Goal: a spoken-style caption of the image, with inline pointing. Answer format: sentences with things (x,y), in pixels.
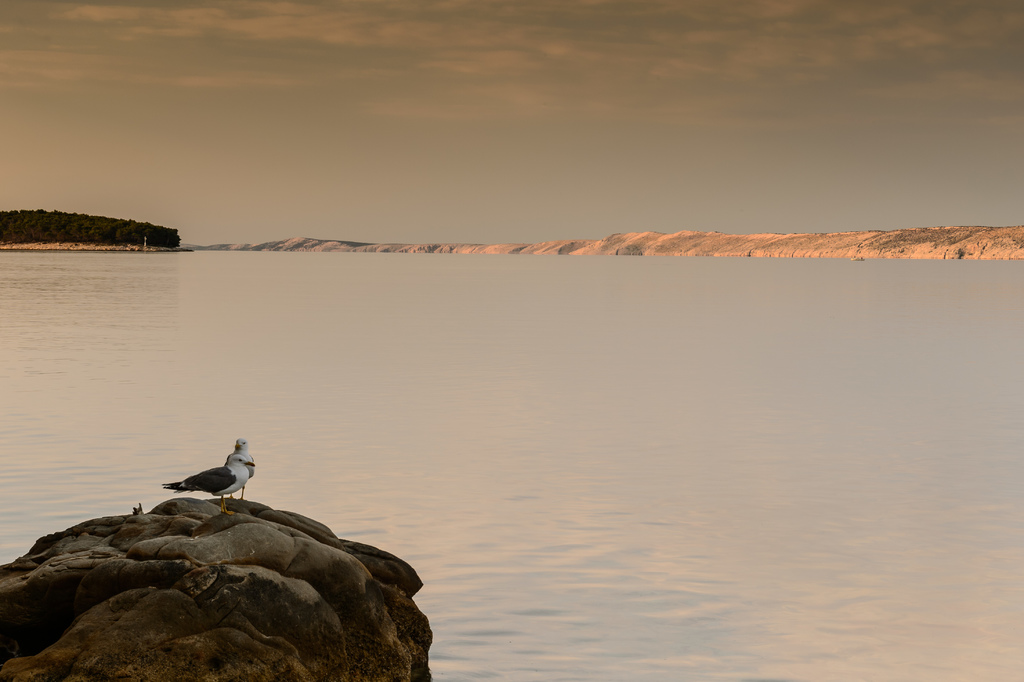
On the left bottom of the image (234,489) I can see two white color birds (233,475) on a rock (280,625). Here I can see the water (565,455). It is like a sea (335,354). On the left side (76,233) there are some trees (102,226). In the background (662,238) I can see the land (689,245). On the top of the image (489,126) I can see the sky (328,135).
